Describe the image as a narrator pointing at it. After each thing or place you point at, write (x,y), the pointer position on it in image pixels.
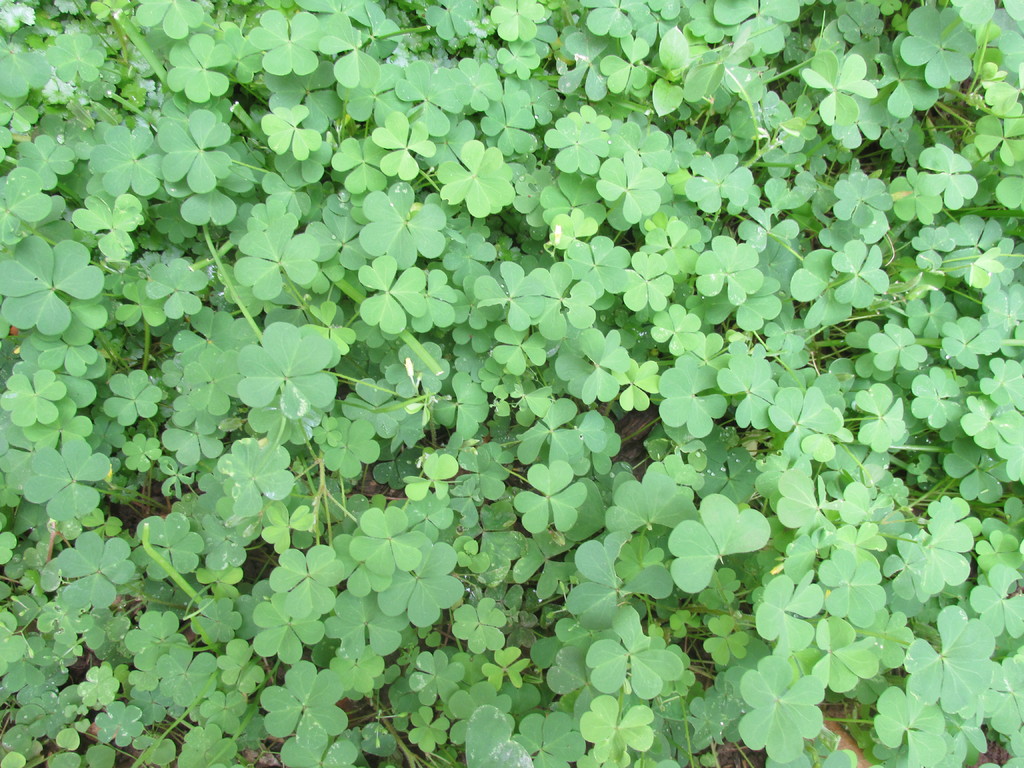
In this image we can see plants (574,101).
